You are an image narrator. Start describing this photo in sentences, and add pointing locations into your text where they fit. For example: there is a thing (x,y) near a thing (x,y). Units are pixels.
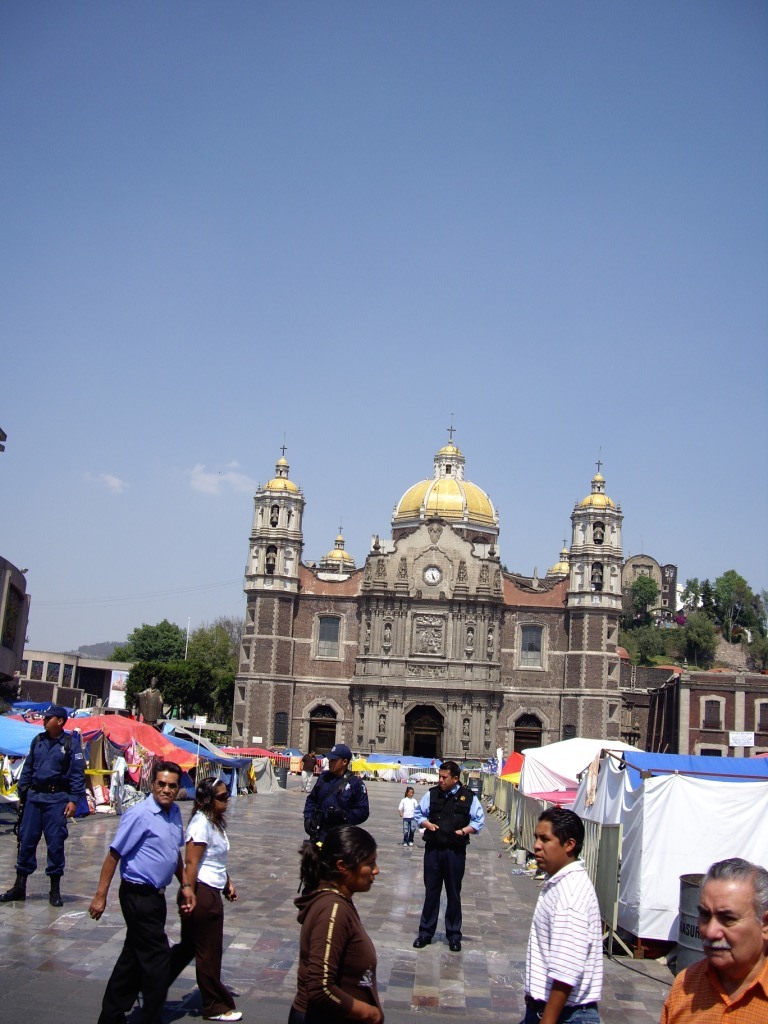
In this image we can see the buildings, in front of the building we can see there are people (308,832) walking on the floor (471,843) and we can see there are tents (123,719). In the background (211,663), we can see the sky (241,139) and trees (723,603).
